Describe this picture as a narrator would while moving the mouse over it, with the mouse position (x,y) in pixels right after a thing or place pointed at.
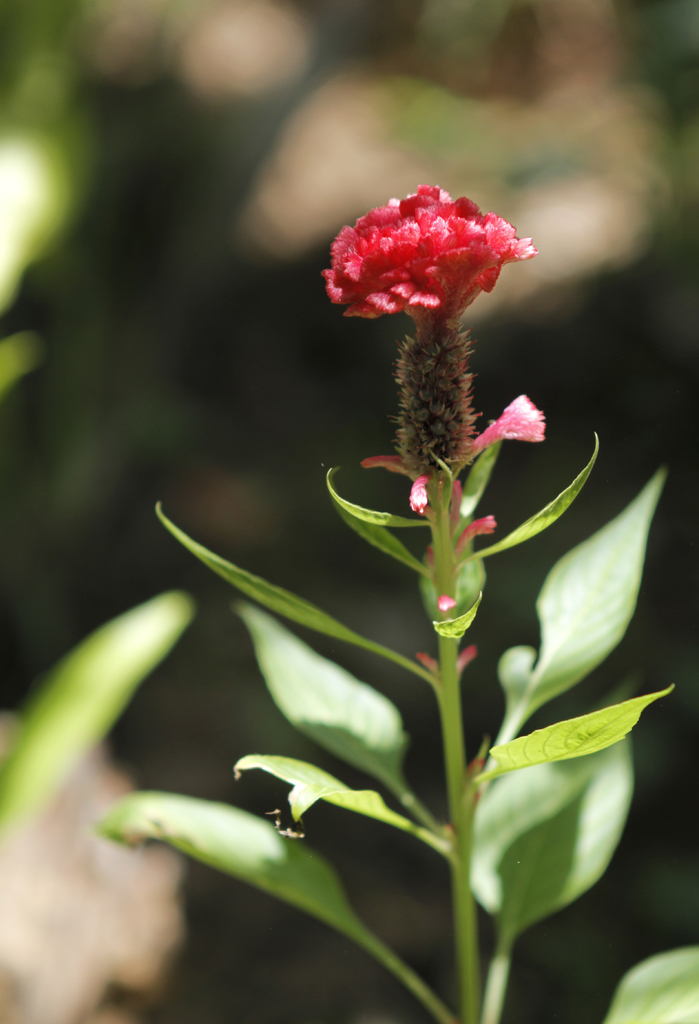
In this image, we can see a plant (448,781) with leaves (442,628) and flower (425,381). Background (125,559) there is a blur view. Here we can see leaves (77,648).
